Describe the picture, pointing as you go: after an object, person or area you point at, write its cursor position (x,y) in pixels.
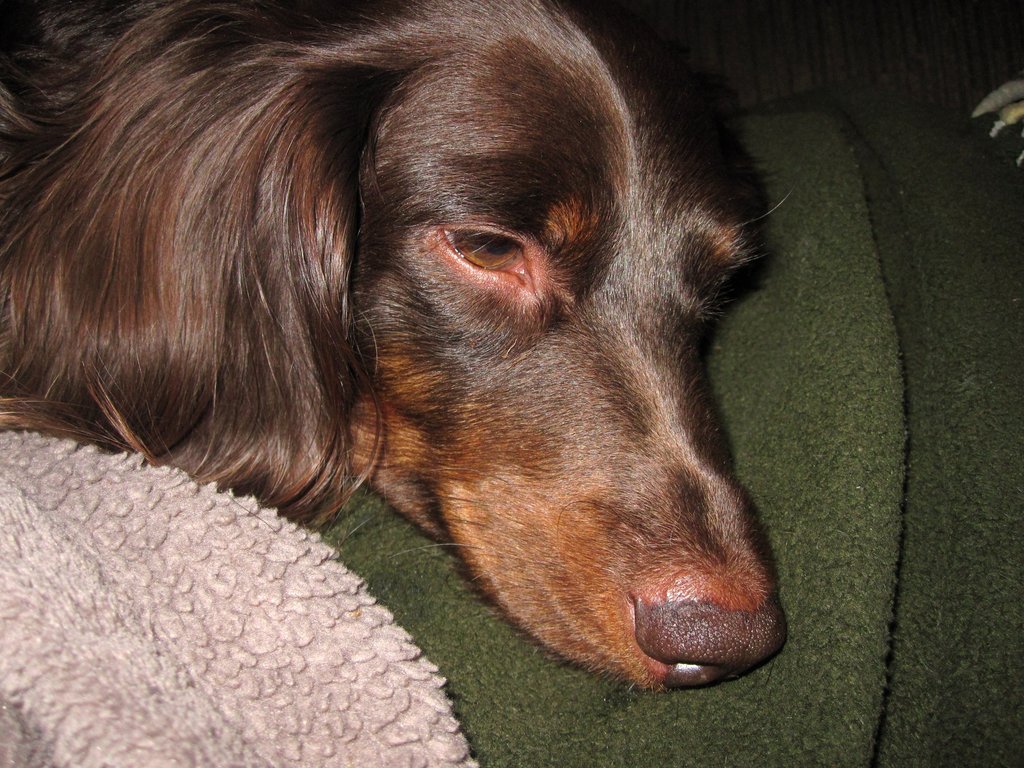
In this image we can see a dog (465,442) on a towel (755,408).
